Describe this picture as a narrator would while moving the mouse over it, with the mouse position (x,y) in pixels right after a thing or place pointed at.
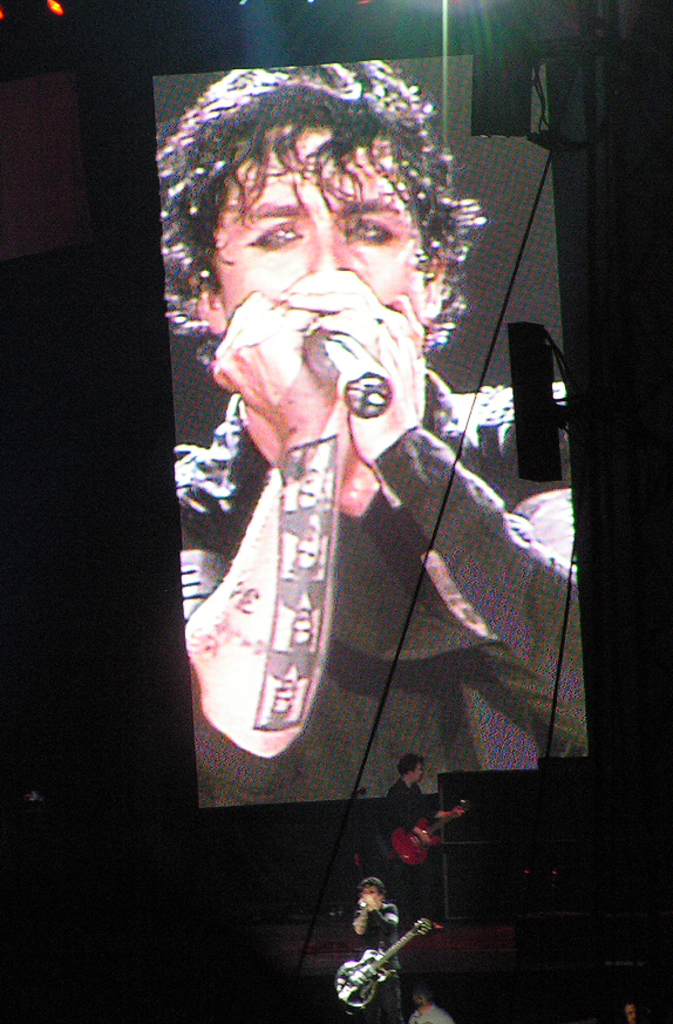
This image is clicked in a concert. There are two men (417,799) in this image. In the front (374,969), the man (386,990) wearing black shirt (386,943) is singing. In the background (330,541), there is a screen (356,499) in which the same man (311,479) is projected.
